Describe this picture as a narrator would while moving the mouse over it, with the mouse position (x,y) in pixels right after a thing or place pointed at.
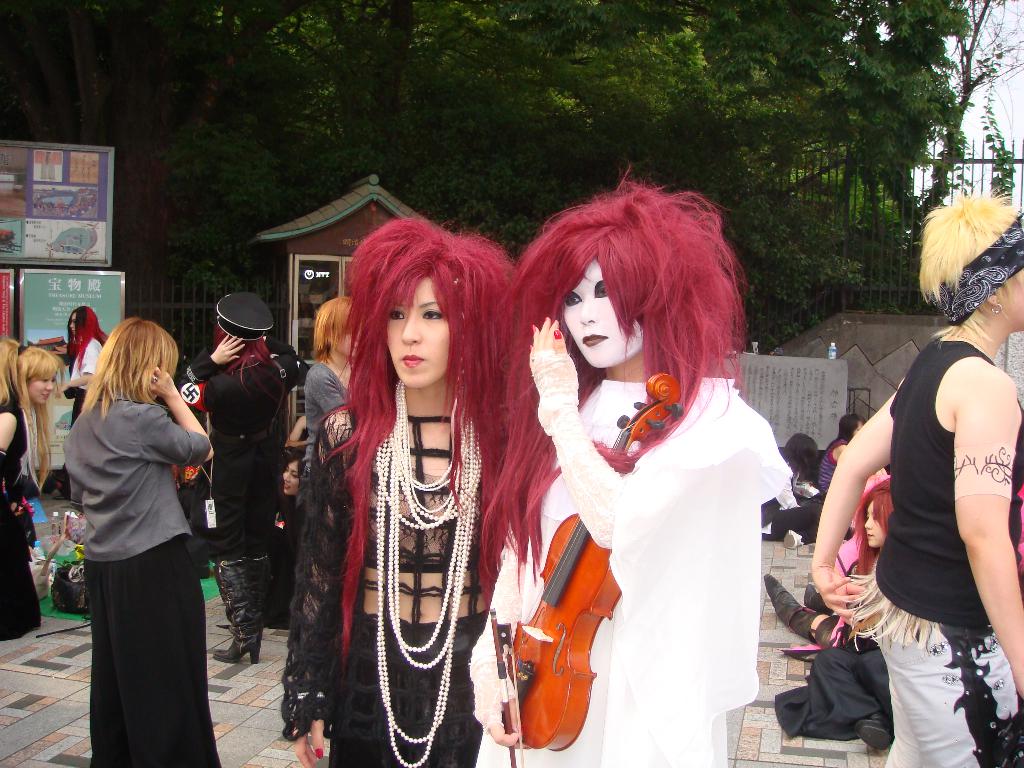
This picture shows few trees (438,152) and few boards (43,279) on the side. We see few woman (363,454) standing and few are seated on the ground (765,610) and we see a woman (275,355) wore a cap (261,306) on her head (251,351) and a woman (526,427) painted on her face (584,349) and holding a violin (550,581) in her hand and we see a metal fence (810,210) and a cloudy sky (968,123) and we see few bags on the ground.
